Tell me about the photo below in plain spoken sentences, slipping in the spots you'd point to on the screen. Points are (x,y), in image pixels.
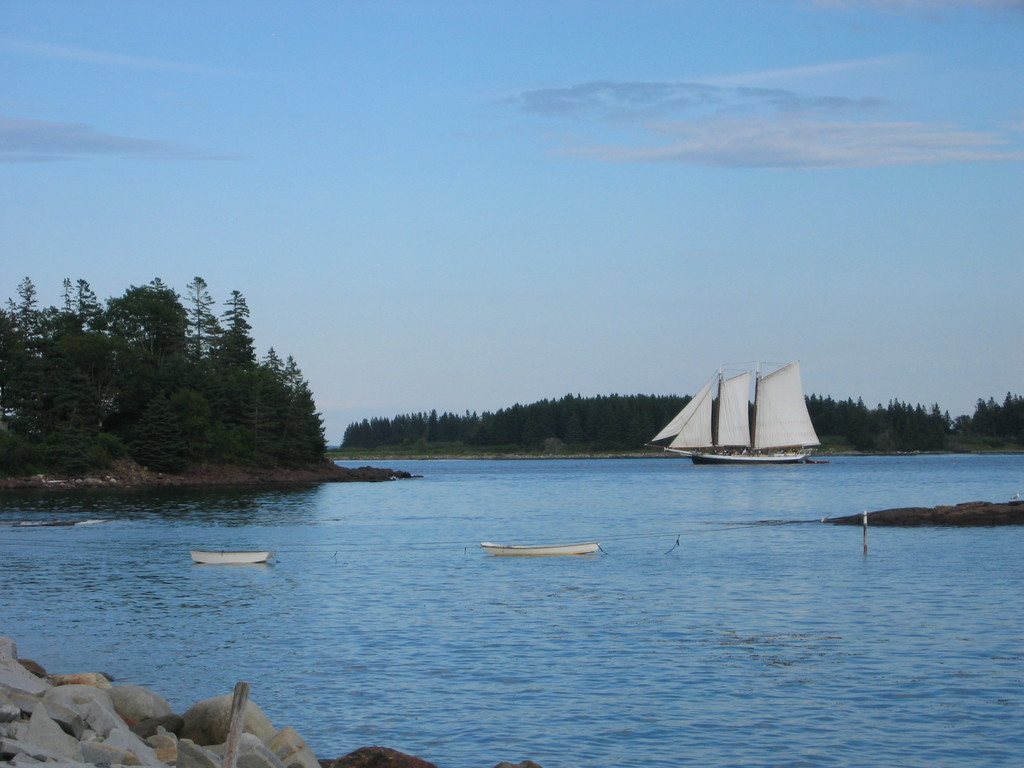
In this picture I can see there is a river (662,562) and there are few boats (785,434) sailing on the river (747,573) and there are trees (529,441) on to left (210,397) and in the backdrop (958,434). The sky (490,253) is clear.
